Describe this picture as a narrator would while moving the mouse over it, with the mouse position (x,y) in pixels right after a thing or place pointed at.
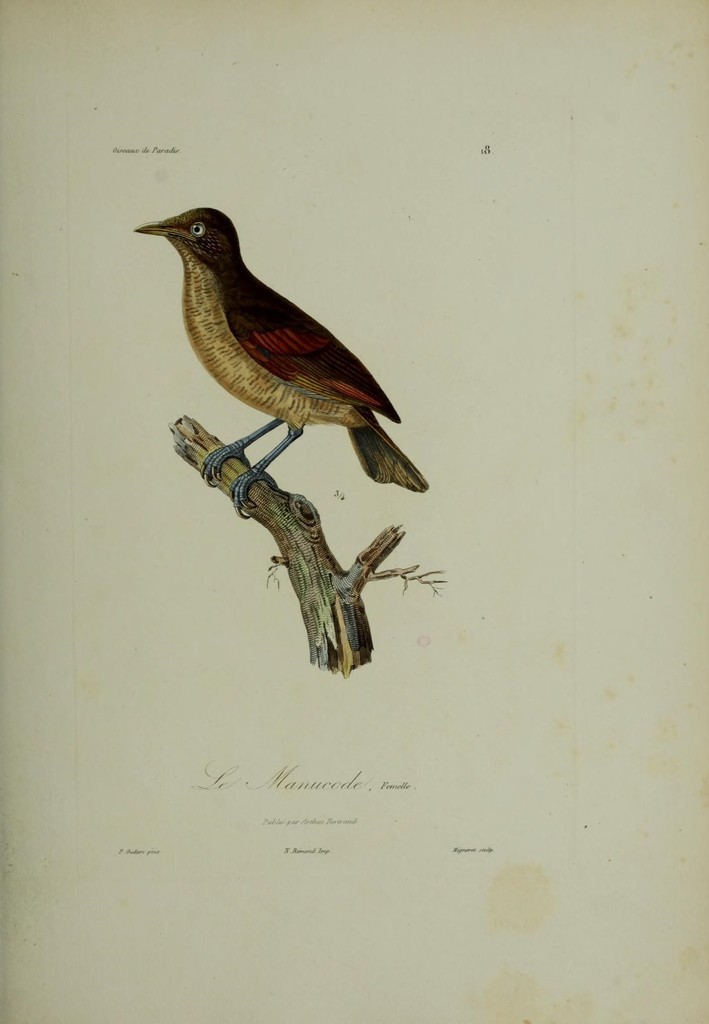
In this image I can see a drawing (136,230) of a bird (225,450) and a wood (218,457) on the paper (436,56).
